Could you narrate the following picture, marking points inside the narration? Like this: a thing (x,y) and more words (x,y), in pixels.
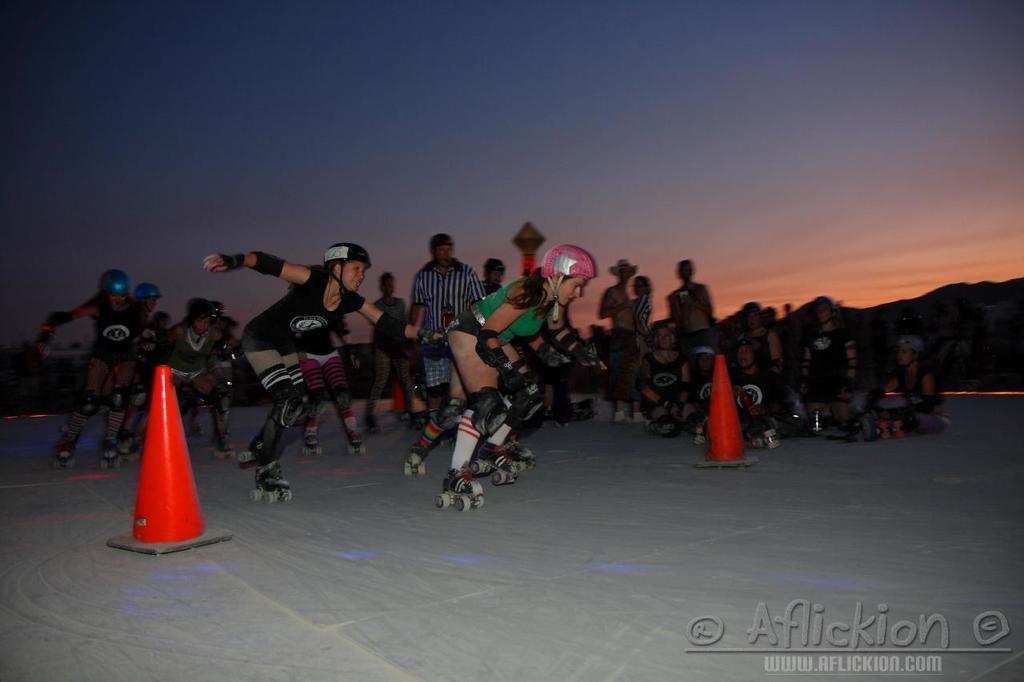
In this image I can see group of people (337,332) wearing skating shoes (411,474) and doing skating. There are group of people (664,341) sitting and few people (616,339) standing. Also there are cone bar barricades (170,500) and in the background (465,247) there are hills (1005,286) and there is sky (460,166).
